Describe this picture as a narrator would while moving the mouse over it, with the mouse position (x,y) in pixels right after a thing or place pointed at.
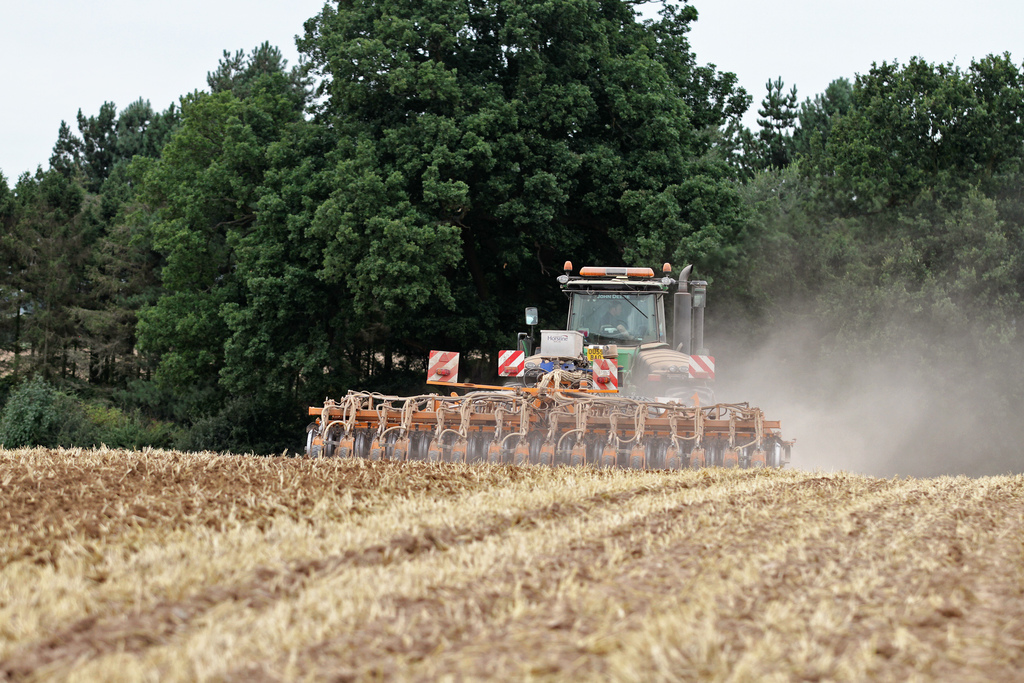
In this picture we can see a tractor (633,327) in the field (549,480) and a person (614,327) is seated in it, in the background (514,316) we can find few trees (405,157).
